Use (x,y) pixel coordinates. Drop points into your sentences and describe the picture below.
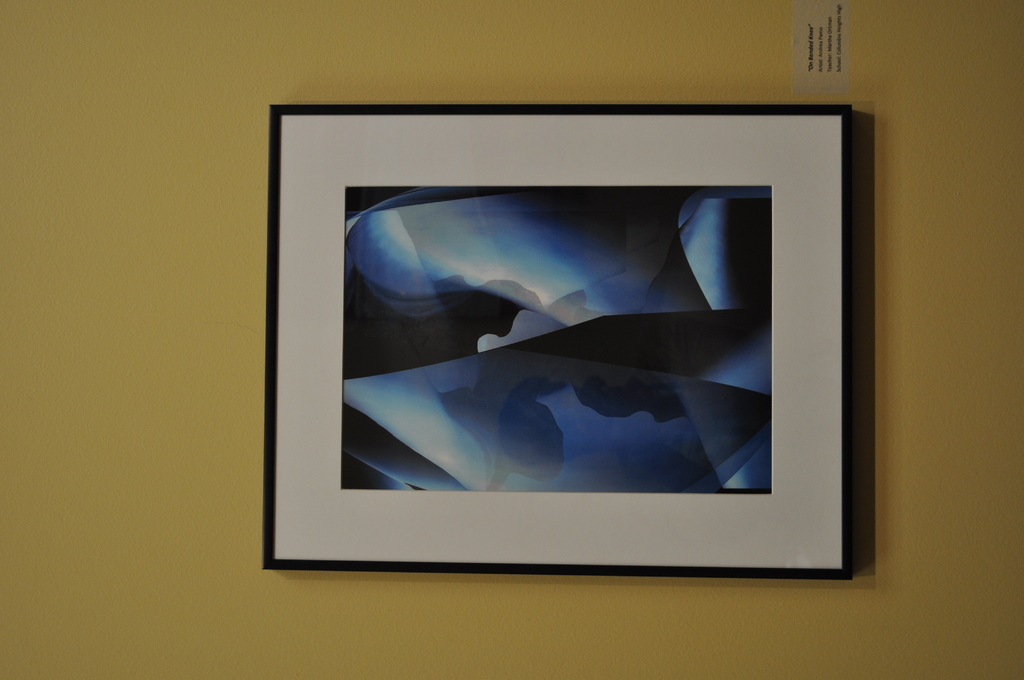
In this picture we can see a frame (603,217) and a sticker (797,30) on the wall (99,340).
